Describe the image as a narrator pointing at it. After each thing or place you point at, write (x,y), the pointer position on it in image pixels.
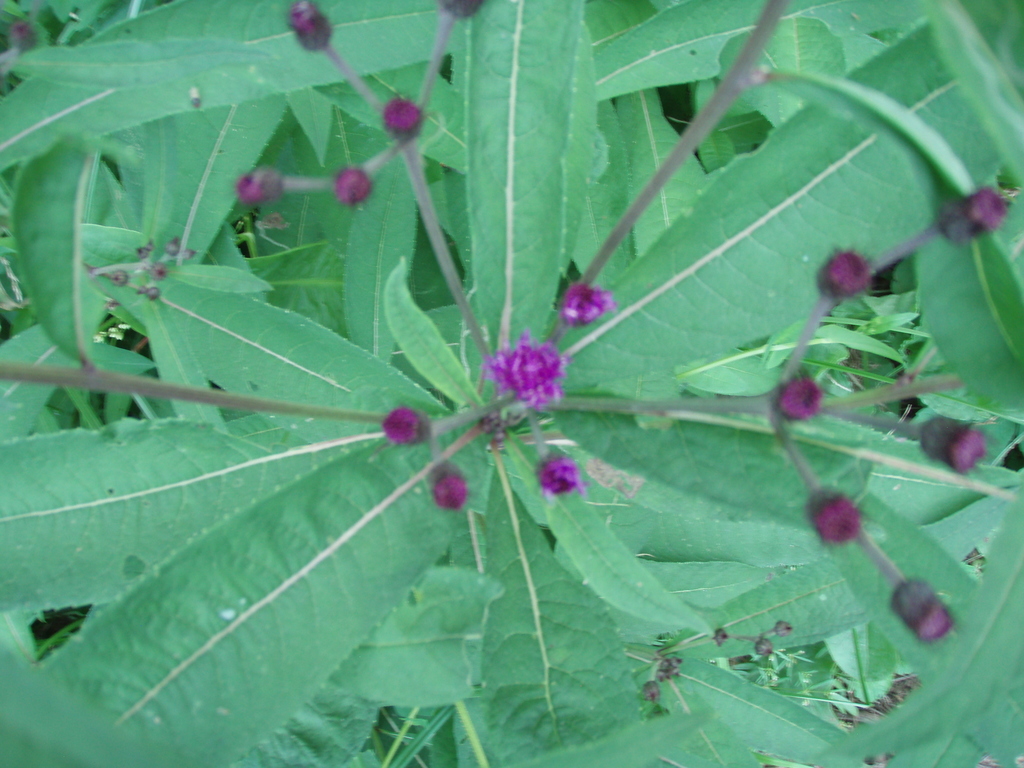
In this image, we can see some leaves (831,397) and buds (545,469).
